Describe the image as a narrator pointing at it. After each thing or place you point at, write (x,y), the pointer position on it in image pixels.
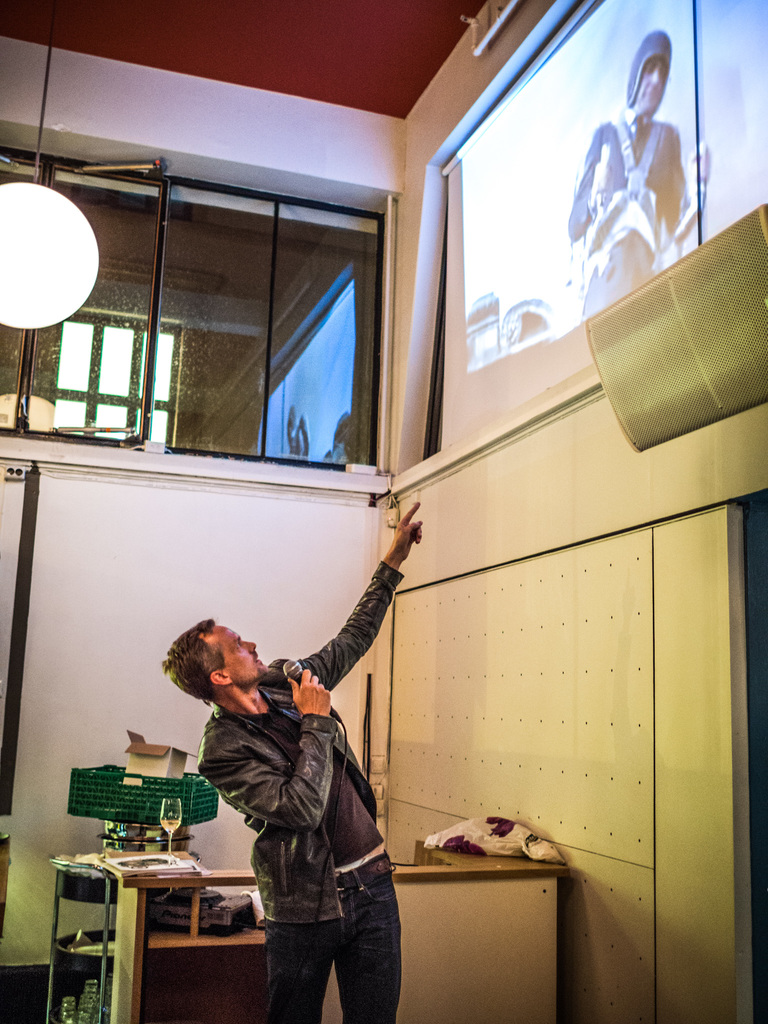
There's A person (347,864) standing in the center (260,659). He is wearing a coat (267,829) and he is holding a microphone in his hand (304,701). He is speaking and he is showing his left hand (398,548) towards a screen (467,277) which is on the top right (651,272). This is a wooden table (201,879) where books (193,874) are kept on it.
